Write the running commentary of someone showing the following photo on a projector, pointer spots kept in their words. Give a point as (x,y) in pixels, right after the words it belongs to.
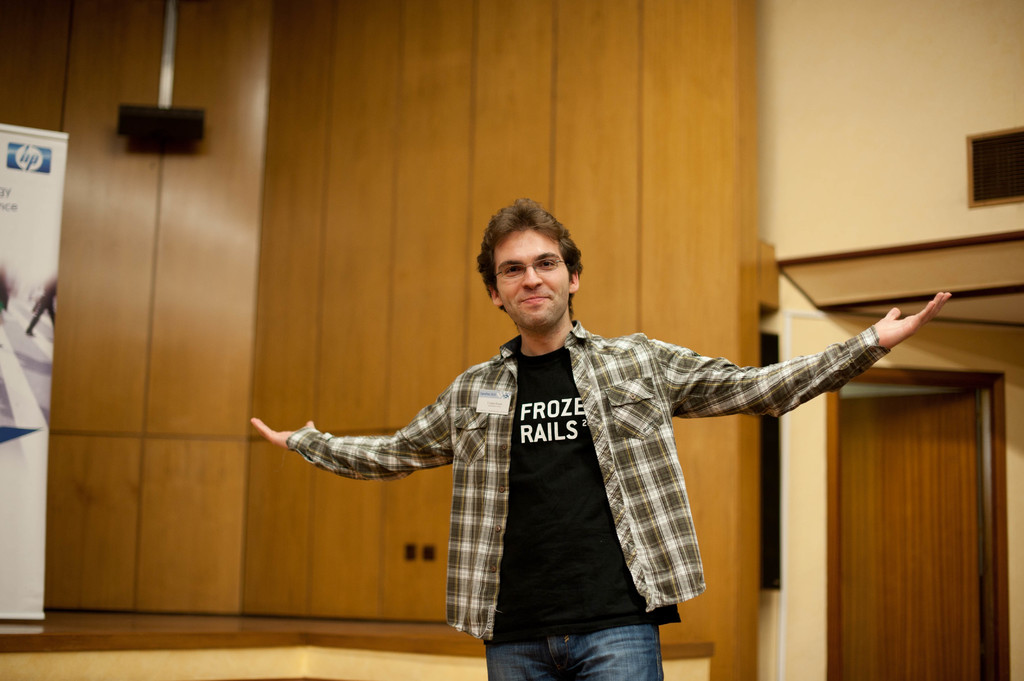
There is a man (577,393) standing and smiling. In the background (971,422) we can door (926,473), wall (937,143), object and banner (33,276).
